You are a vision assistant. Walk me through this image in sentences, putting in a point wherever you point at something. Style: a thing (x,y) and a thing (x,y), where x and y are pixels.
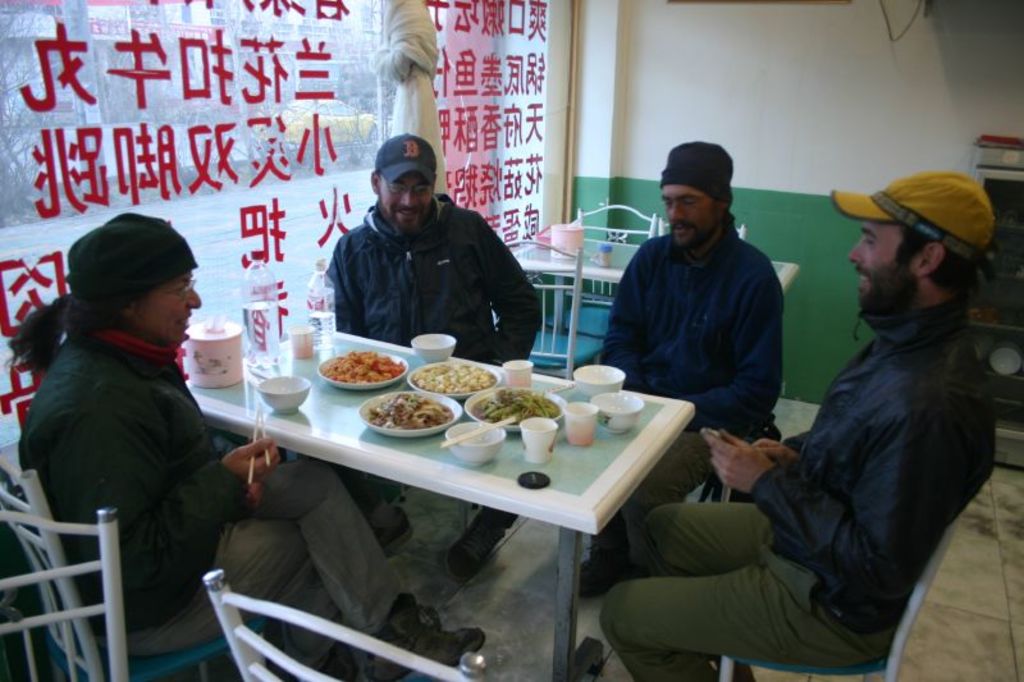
In this image, there is a table (583,467) which is white color, on that table (506,445) there are some cups (573,435), there are plates (472,400), there are some bowls (636,398), there are some bottles (259,323) on the table (347,422), there are some people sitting on the chairs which are in white color around the table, in the background (776,164) there is a white color wall (768,76) and in the left side (145,113) there is a glass window (176,107).
